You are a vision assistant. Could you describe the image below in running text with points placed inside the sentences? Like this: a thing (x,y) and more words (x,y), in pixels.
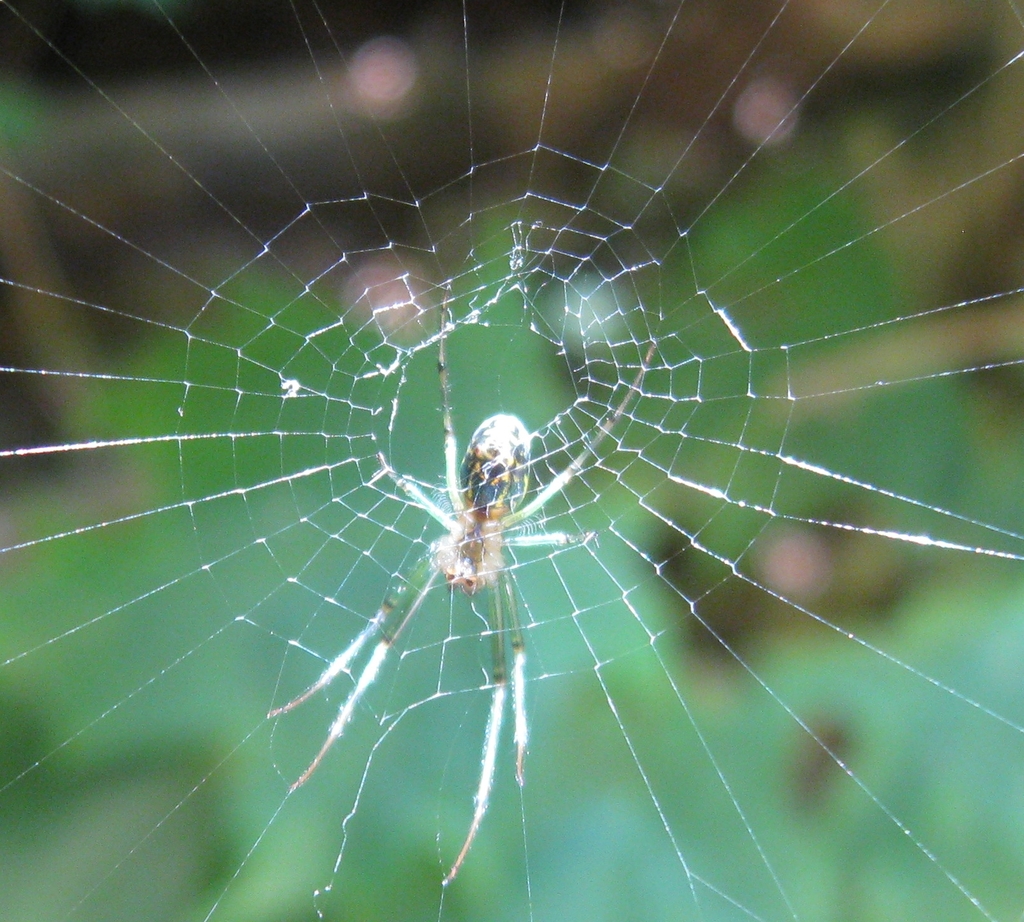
This is a macro photography of a spider (501,592) with spider web (601,280) and the background (11,840) is blurred.
